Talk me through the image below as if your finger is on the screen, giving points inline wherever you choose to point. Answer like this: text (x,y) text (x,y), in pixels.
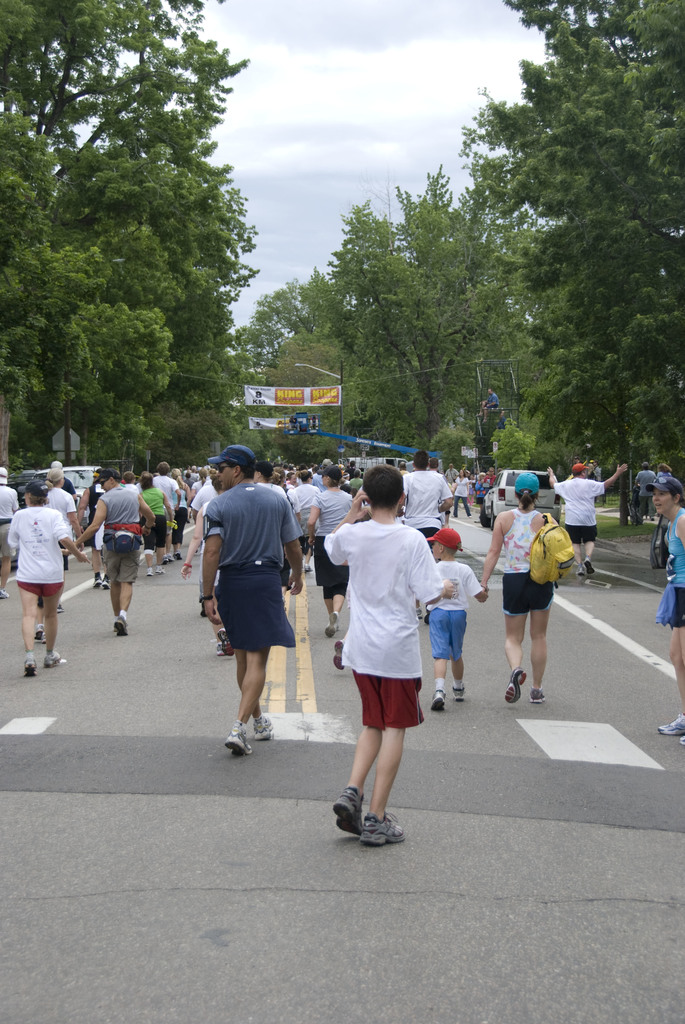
In this picture I see few people (351,610) walking and a woman (523,538) wore a cap (533,491) and a bag (538,558) on the back (523,529) and few of them wore caps (447,541) on their heads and I can see few trees (412,345) and a couple of banners (335,392) and a cloudy Sky (265,131).
